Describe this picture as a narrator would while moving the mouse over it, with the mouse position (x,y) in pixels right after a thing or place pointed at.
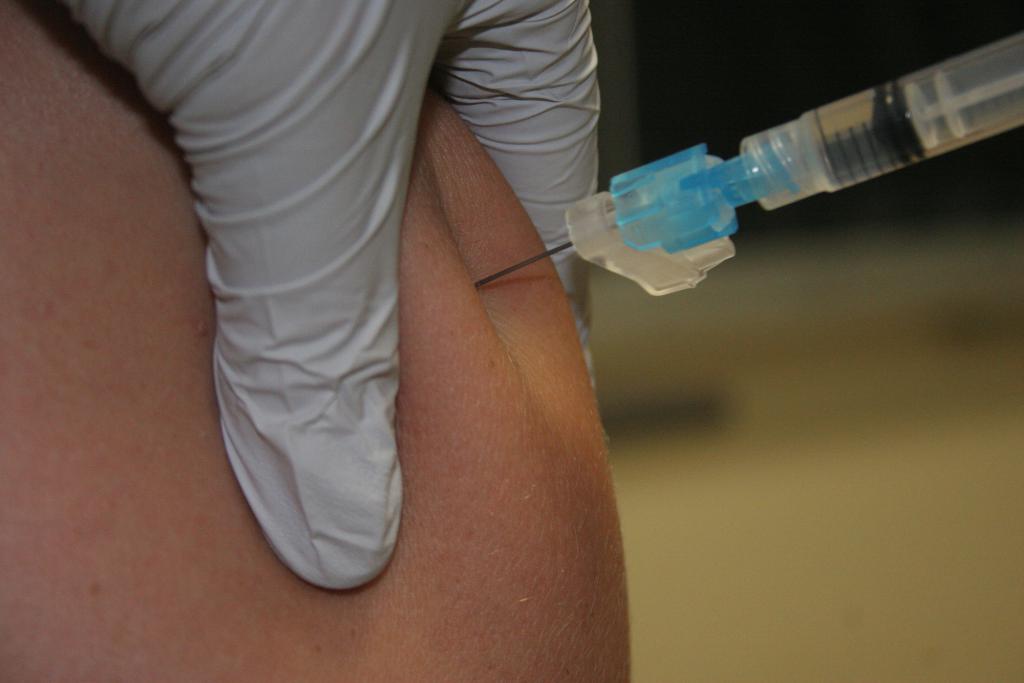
In the foreground of this picture (469,394), there is a person's hand (423,74) and a injection needle (634,231) in to the human's skin (493,501) and the background (841,507) is blurred.
